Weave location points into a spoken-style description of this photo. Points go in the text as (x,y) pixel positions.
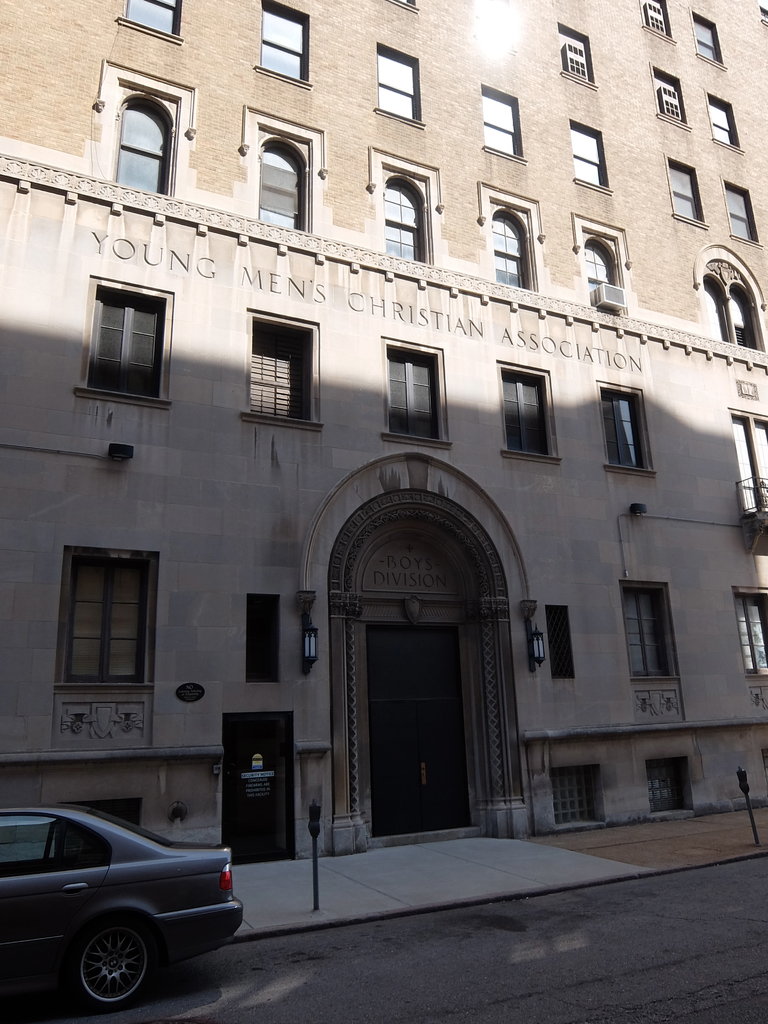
This image is taken outdoors. At the bottom of the image (454,940) there is a road (553,999) and a sidewalk (481,853). On the left side of the image (148,919) a car (104,943) is parked on the road (255,951). In the middle of the image (288,410) there is a building (312,542) with walls (210,570), windows (110,641) and a door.
